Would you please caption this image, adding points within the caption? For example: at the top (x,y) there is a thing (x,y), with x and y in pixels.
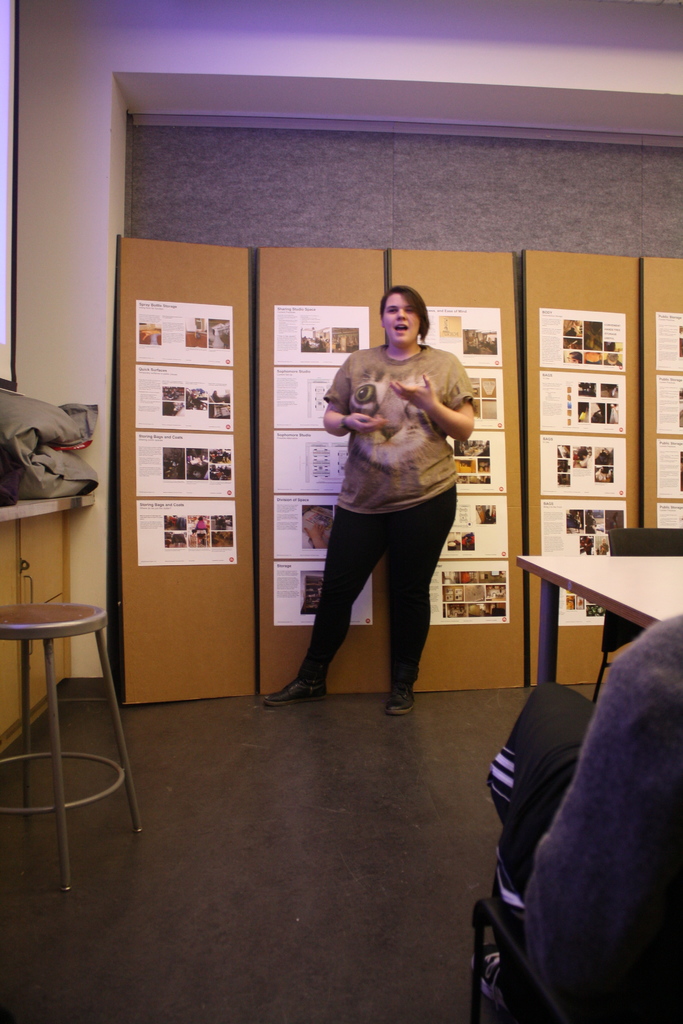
In the image we can see there is a woman (400,423) who is standing.
